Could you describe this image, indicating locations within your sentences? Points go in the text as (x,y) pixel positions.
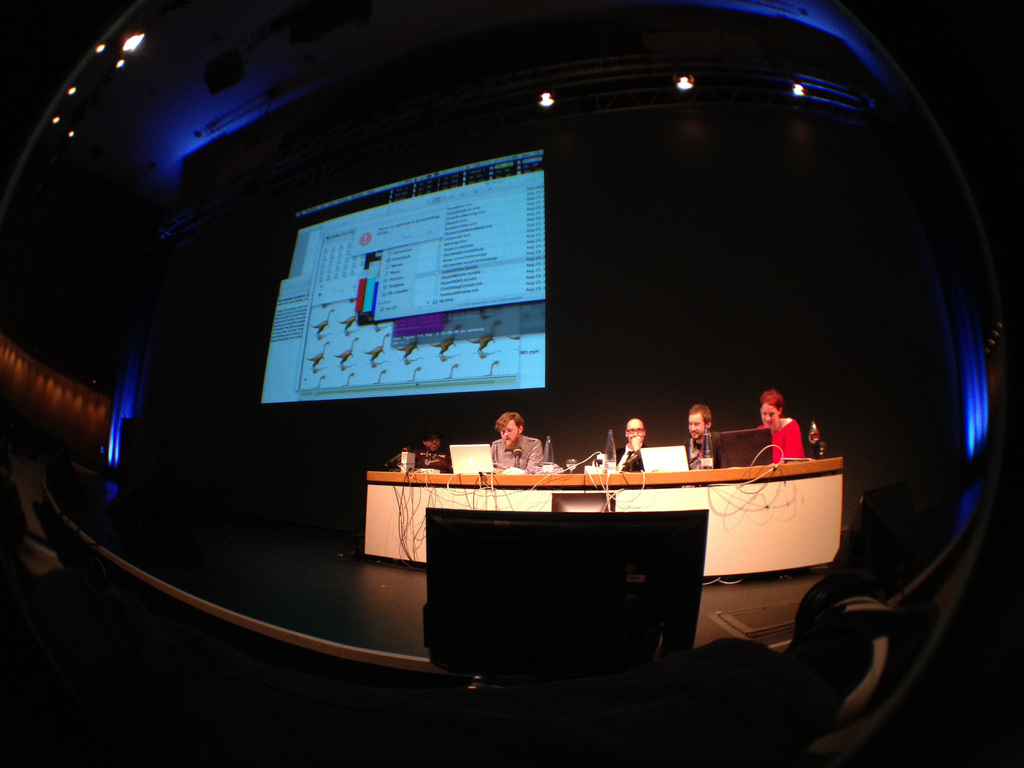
In the image we can see there are people (519,440) sitting on the chair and there are laptops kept on the table (615,494). There are wires (415,539) connected to the laptop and behind there is a projector screen (338,318) on the wall (242,331).
